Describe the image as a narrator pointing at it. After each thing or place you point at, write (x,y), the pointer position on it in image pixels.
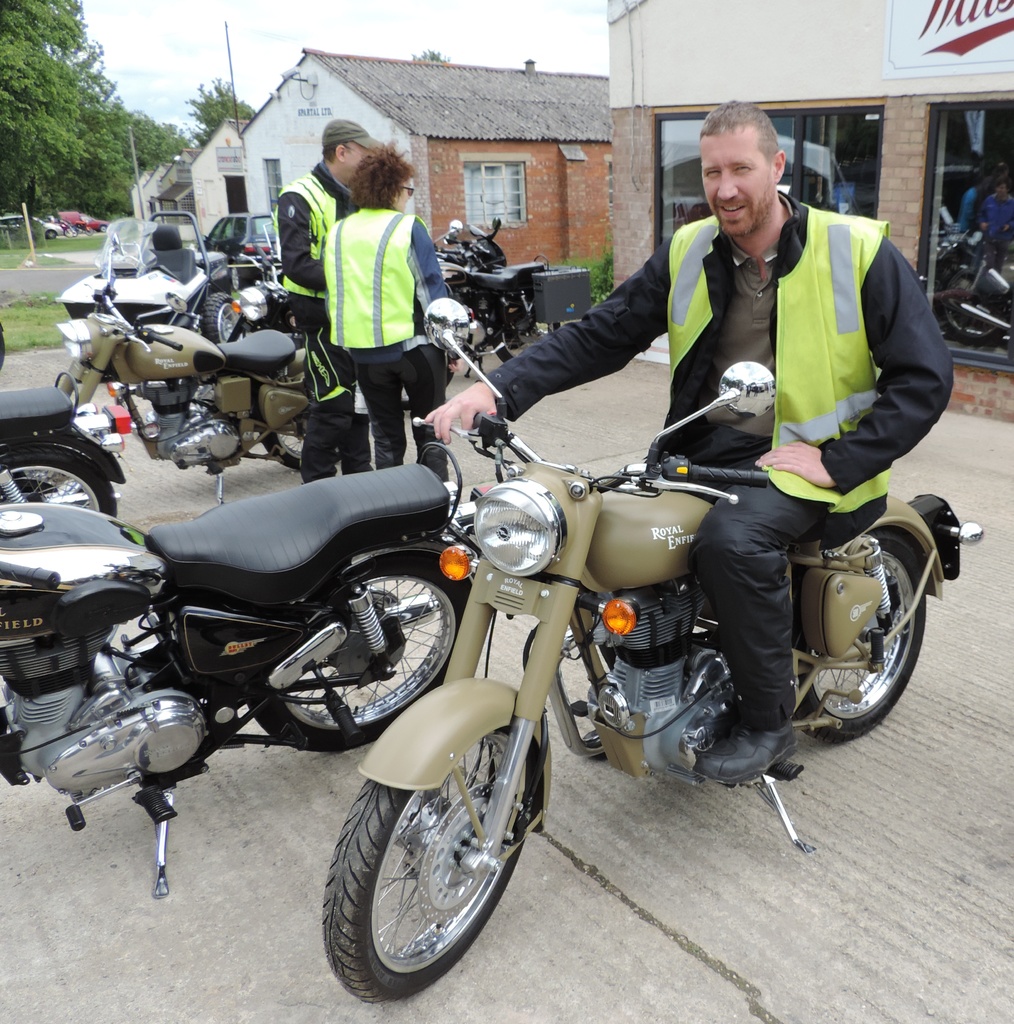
This picture shows two people (365,223) standing and a man (633,319) seated on the motorcycle (506,430) and we see few houses (575,135) and trees (197,129) around and we see couple of motorcycles (199,457) parked.
